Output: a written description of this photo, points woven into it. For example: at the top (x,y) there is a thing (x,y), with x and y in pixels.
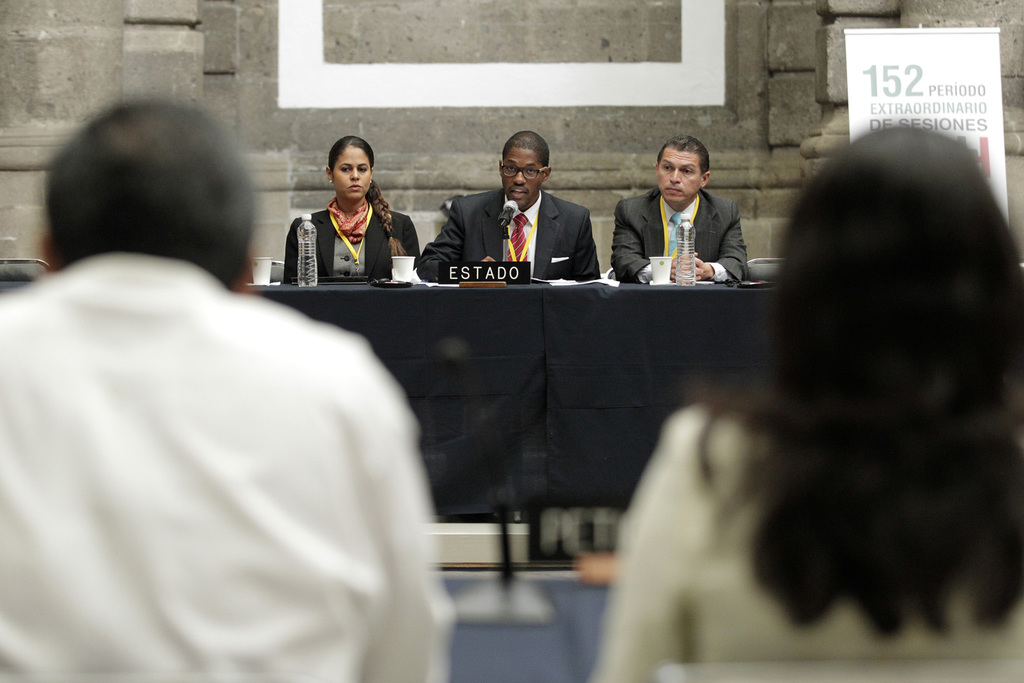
In this picture we can see some persons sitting on the chairs (273,278). This is the table (439,360). On the table (532,343) there are some cups (411,265) and bottles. On the background (470,77) there is a wall (604,51). And this is the banner (913,70). Here we can see two persons (112,659) sitting on the chairs (998,670).
